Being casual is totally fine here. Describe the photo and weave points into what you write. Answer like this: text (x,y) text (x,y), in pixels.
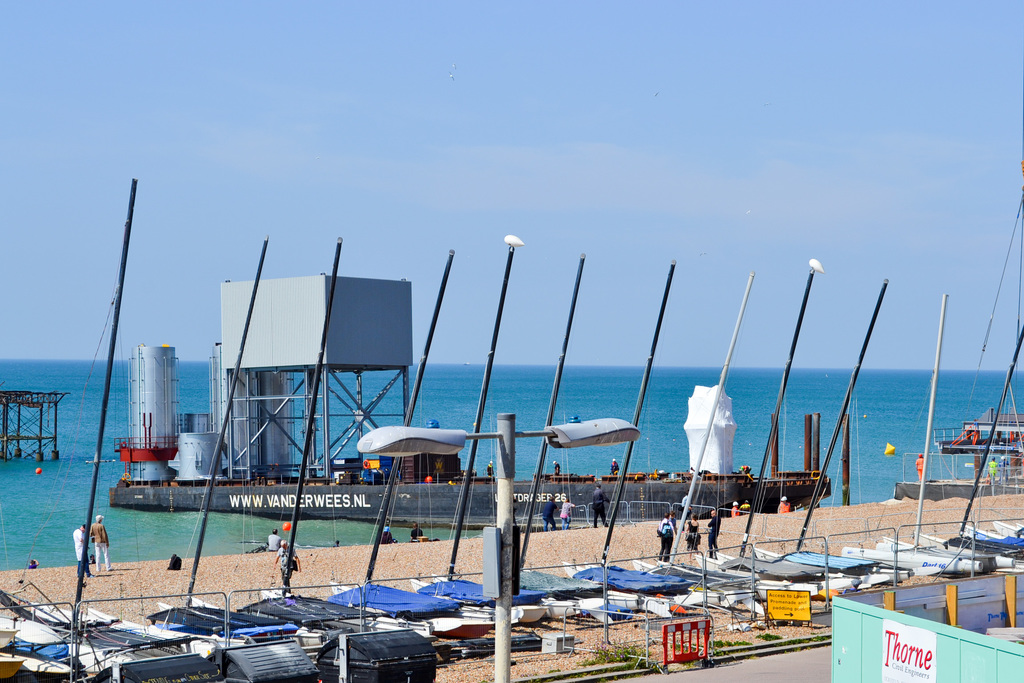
In this image I see number of boats (50,662) over here and I see the poles (975,493) and I can also see the sand (706,533) on which there are few people (786,508) and I see a yellow color board (793,599) over here. In the background (750,485) I see a ship (245,473) over here on which there are few people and I see the water (53,369) and the clear sky (775,234) and I can also see a street light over here.
